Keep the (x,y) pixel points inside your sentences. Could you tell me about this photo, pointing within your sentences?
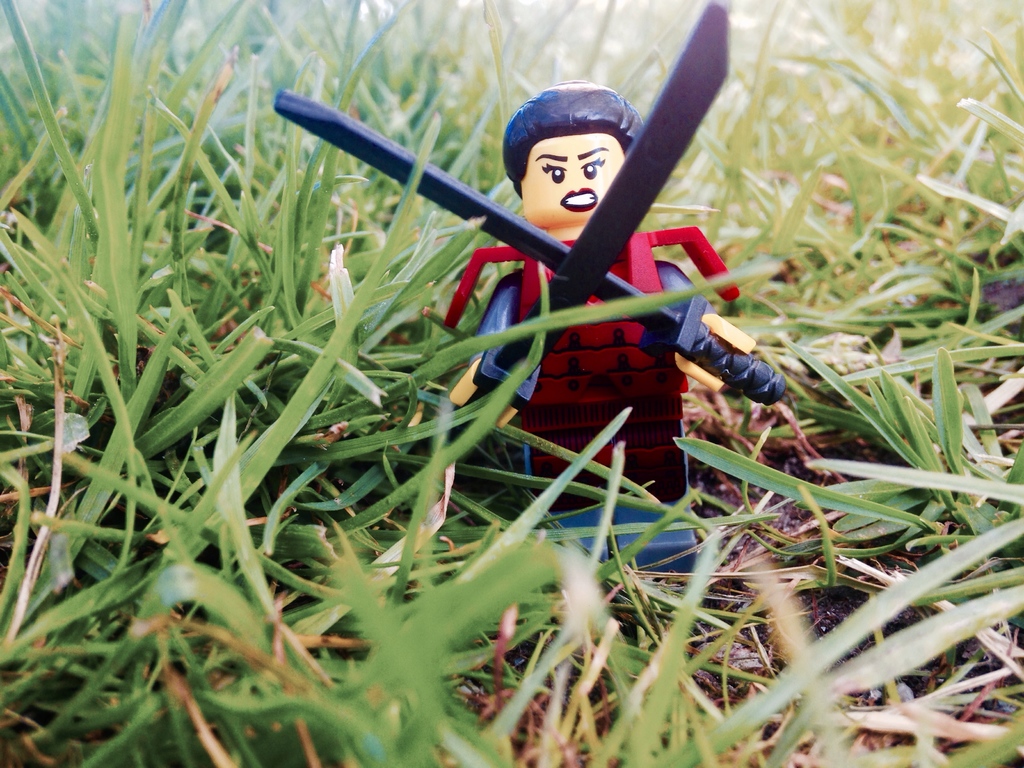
In the center of the picture (667,274) there is a toy (515,234). In this picture there is grass (249,146).
